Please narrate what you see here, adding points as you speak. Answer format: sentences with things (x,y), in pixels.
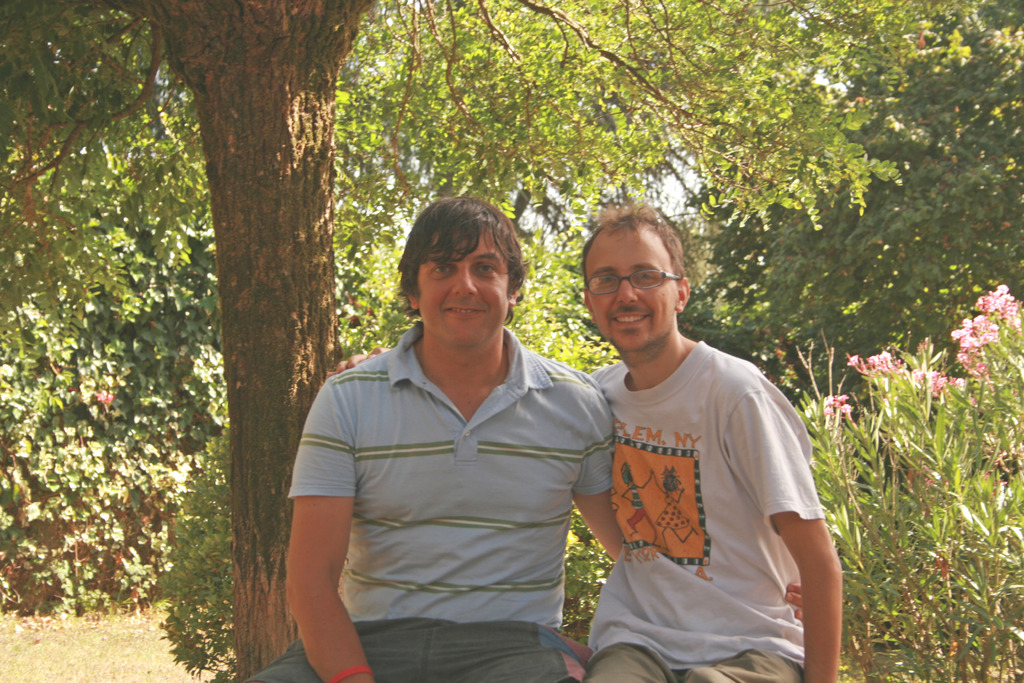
In this image in the center (499,443) there are two persons (582,464) who are sitting and smiling, and in the background (887,511) there are some plants (921,399), flowers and trees (250,332).
